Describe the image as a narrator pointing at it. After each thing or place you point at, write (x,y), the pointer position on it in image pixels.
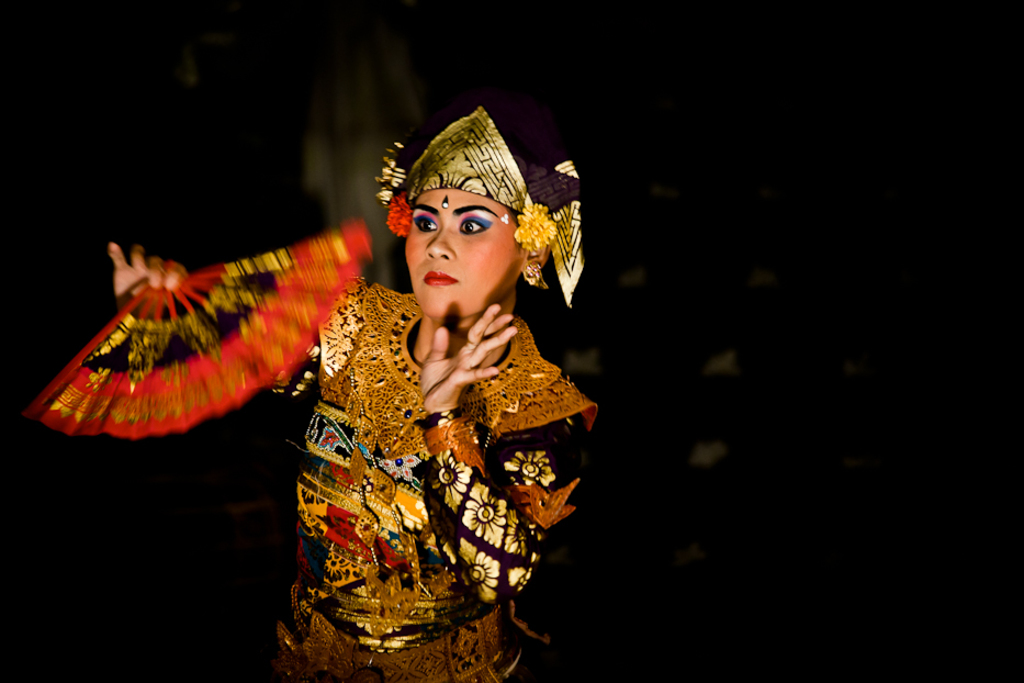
In the foreground of this image (426,484), there is a woman (427,398) wearing a costume (380,597) and holding a folding fan (205,358) in her hand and the background (678,384) is dark.
